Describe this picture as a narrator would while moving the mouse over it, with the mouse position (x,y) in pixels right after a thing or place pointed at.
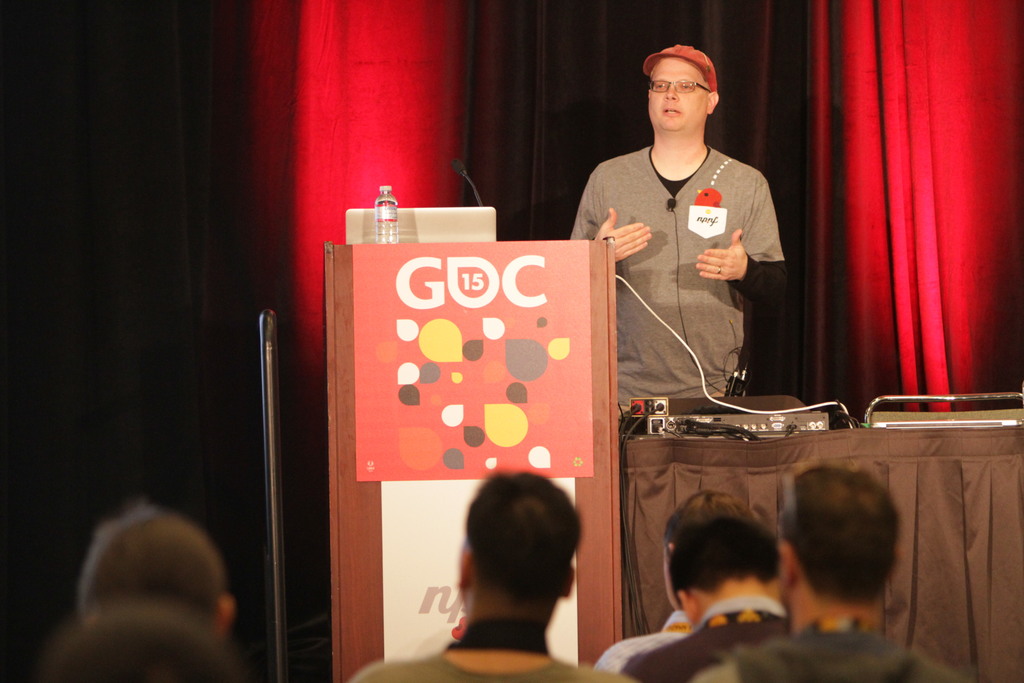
In this picture I can see a man (664,278) standing and speaking and I can see a laptop (427,232), bottle (391,215) and a microphone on the podium (480,314) and I can see few electronic items (721,428) on the table (798,438) and I can see few people (106,642) seated and a red color cloth (962,222) in the background (809,102).
